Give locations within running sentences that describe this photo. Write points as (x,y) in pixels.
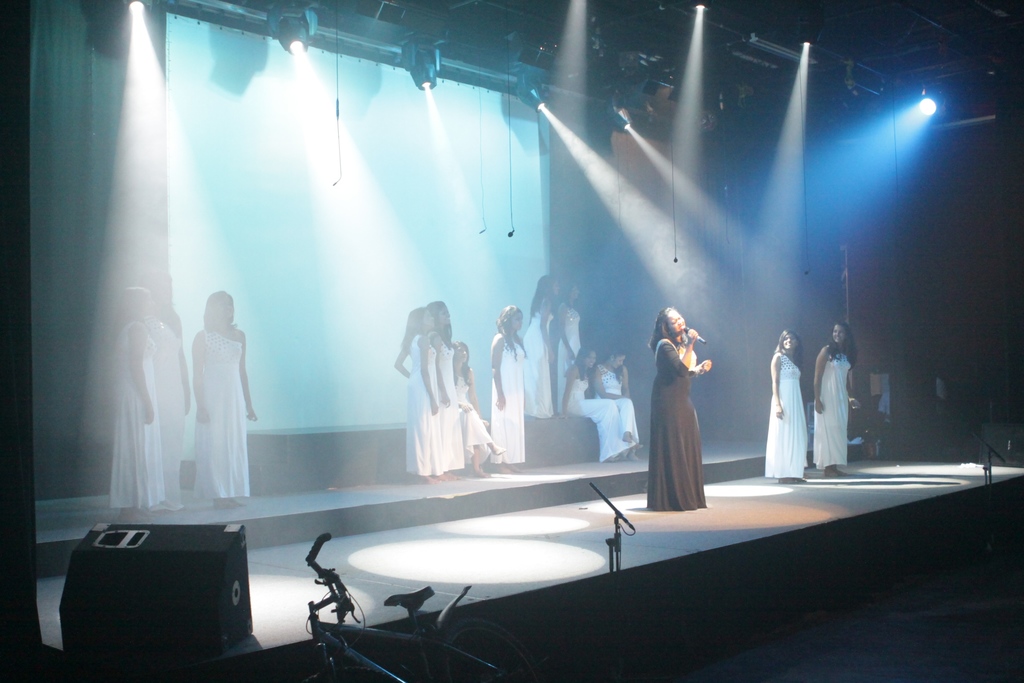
In this image there is a stage (878,493) on that stage (873,478) there are people (656,432) performing, in the background (84,54) there is a curtain (84,72), at the top (575,146) there are lights (931,99).
